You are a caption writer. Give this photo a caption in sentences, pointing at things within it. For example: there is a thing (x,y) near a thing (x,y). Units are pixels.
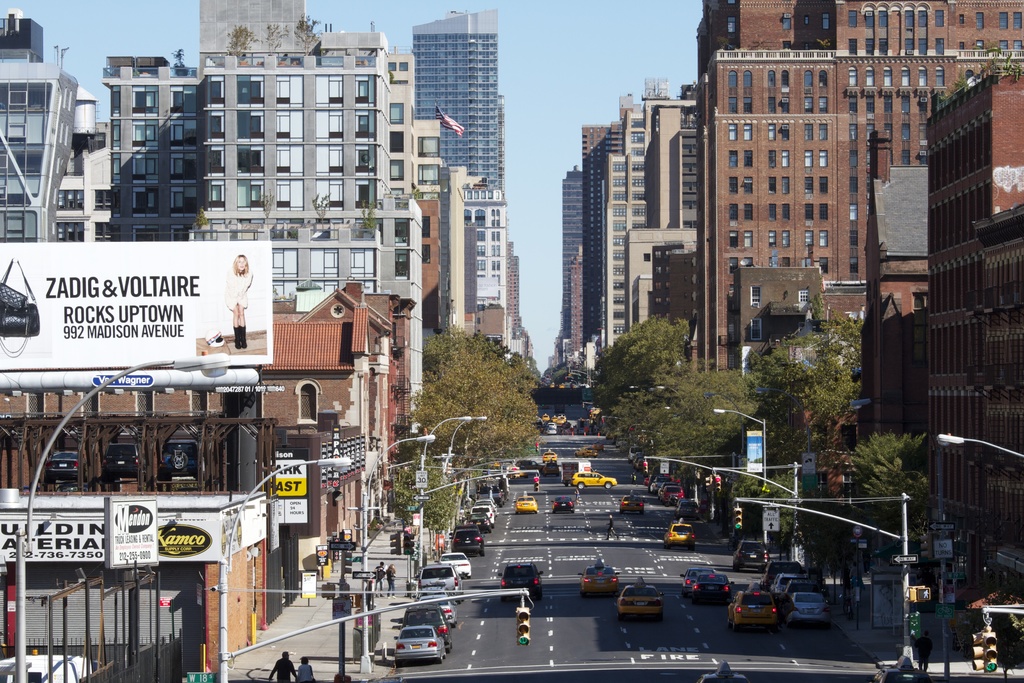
In this image I can see a road (536,513) in the centre (575,438) and on it I can see number of vehicles (568,478). On the both sides of the road (663,665) I can see number of trees (515,442), number of poles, street lights (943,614), signal lights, boards (757,449), number of buildings (385,363), people (388,579) and on these boards (74,524) I can see something is written. I can also see the sky (595,58) in the background (578,51).
